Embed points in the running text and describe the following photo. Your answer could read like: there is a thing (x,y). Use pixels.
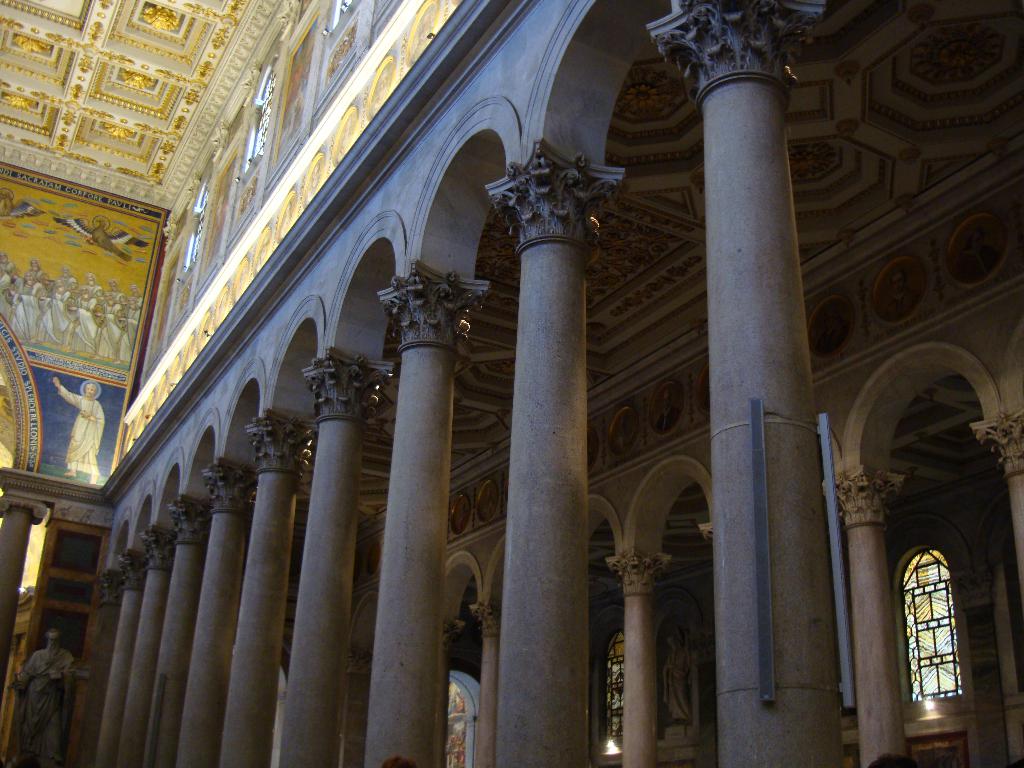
In this image I can see the inner of the building (228,350). I can see few pillars (442,640), windows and the statue (46,655). At the top (162,114) I can see the white and yellow ceiling (169,90) and something on the wall (87,248) with different color.
